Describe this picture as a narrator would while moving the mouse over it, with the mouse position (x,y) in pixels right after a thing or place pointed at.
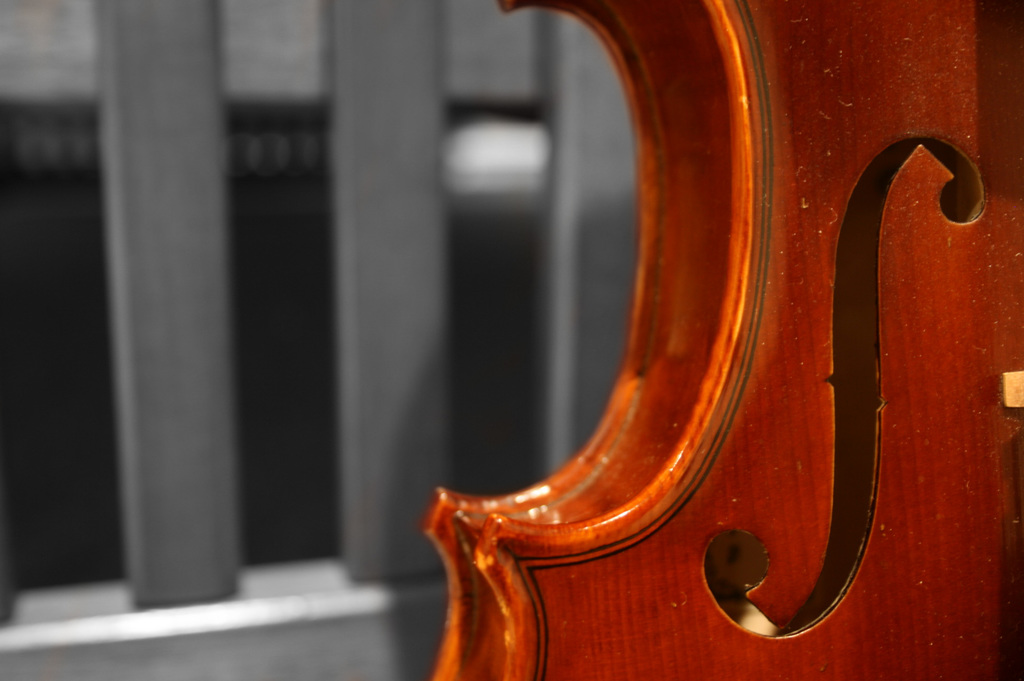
In this picture we can see some part of the violin (756,457).
